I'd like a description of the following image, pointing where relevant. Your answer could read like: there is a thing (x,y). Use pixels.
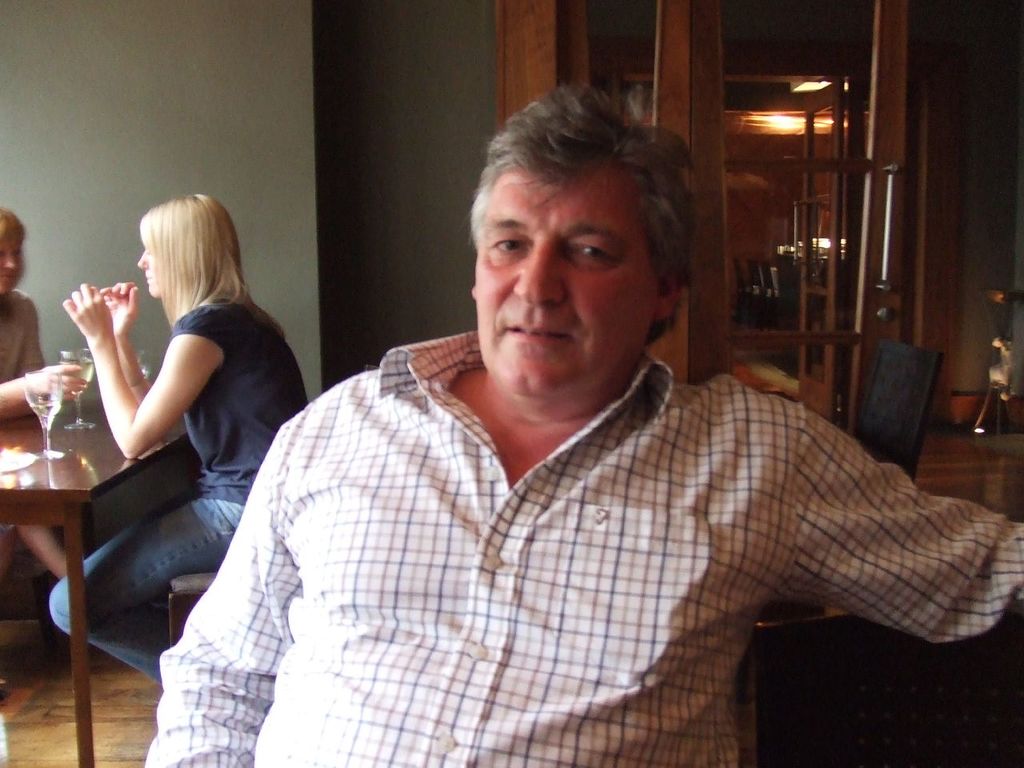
In this picture we can see a man (532,651) sitting on chair (744,693) and smiling and beside to him we have two persons (226,333) sitting on chair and in front of them on table (69,438) we have two glasses (36,394) with drink (29,400) in it and in the background (168,103) we can see wall (454,60), light (803,132), door (816,151).
